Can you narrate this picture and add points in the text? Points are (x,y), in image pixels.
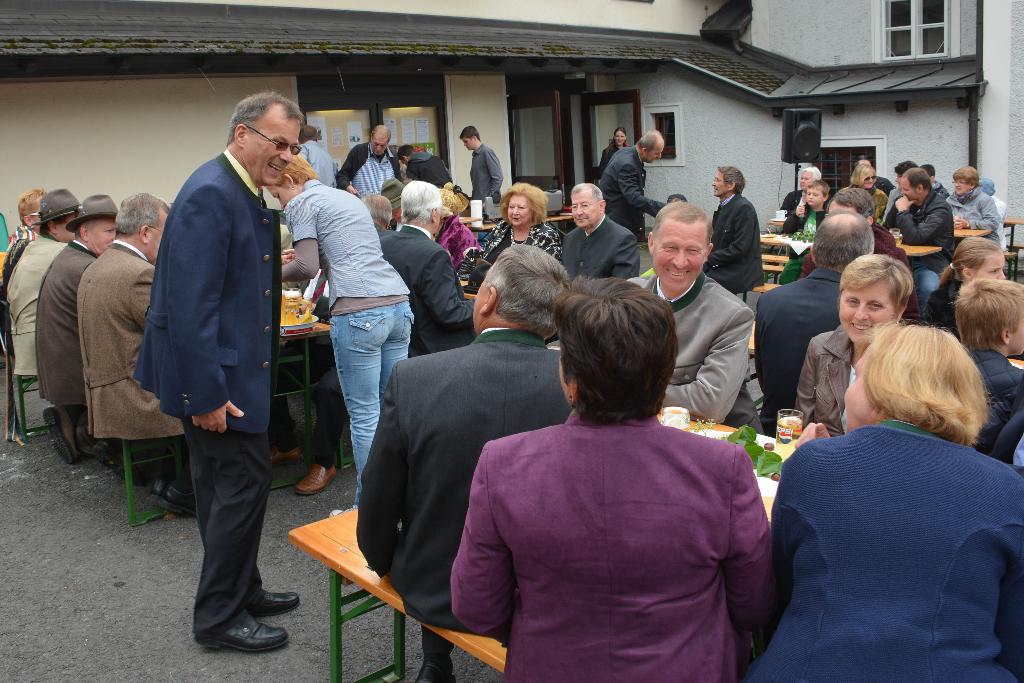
This image consists of many people (496,364). It looks like a restaurant (69,155). There are many tables (307,436) and chairs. At the bottom (187,580), there is a road (160,579). In the background (222,30), there are buildings (640,124) along with windows (666,138).
